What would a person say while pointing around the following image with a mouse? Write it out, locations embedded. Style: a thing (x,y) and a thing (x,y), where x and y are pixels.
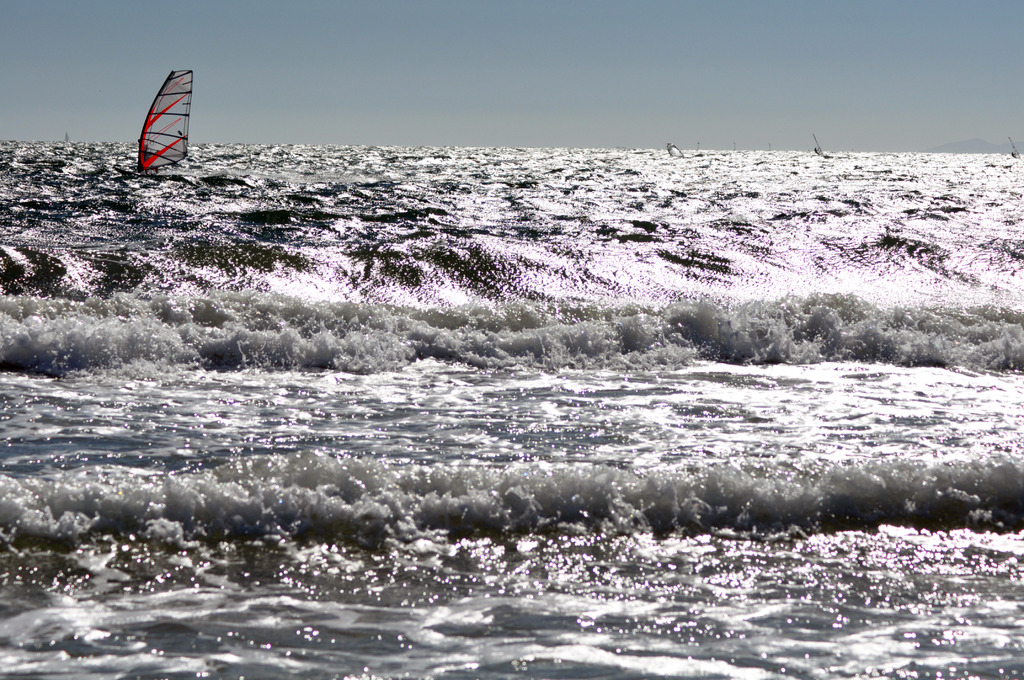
In this image we can see water (516,300), on the water (469,267), there is an object (179,130) which looks like a boat (164,108) and the sky (590,57) in the background (509,79).
